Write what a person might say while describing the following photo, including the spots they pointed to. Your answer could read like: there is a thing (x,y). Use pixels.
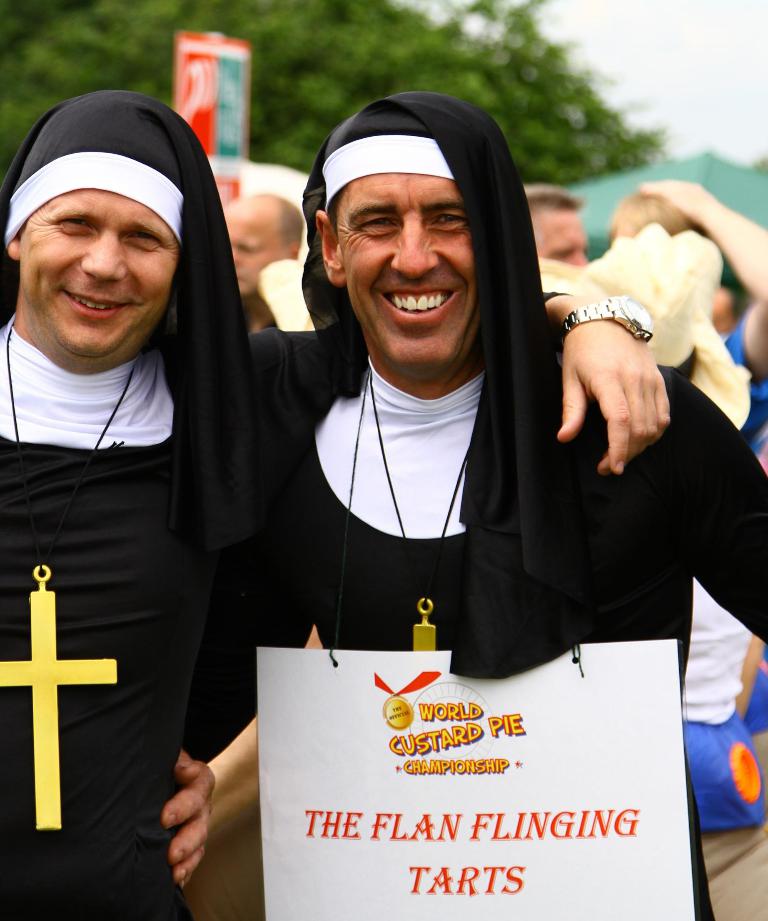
In this image there are two persons (511,569) standing and smiling, and in the background (761,801) there are group of people (710,198), trees (513,140), sky (708,15).
